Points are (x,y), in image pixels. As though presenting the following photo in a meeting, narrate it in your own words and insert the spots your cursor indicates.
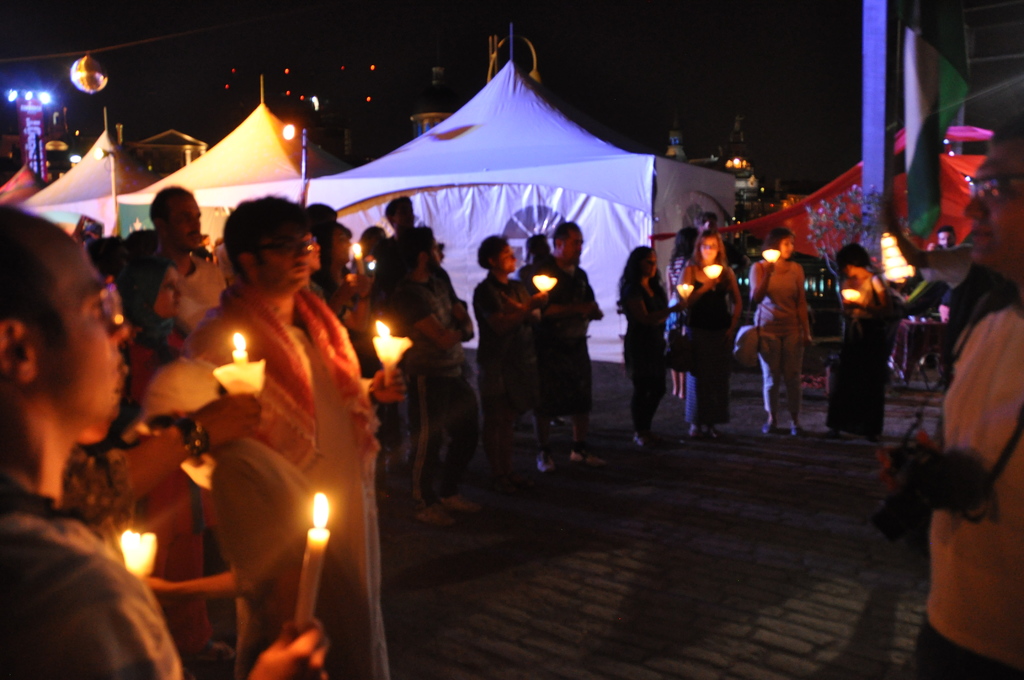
In the image we can see there are many people (443,378) standing, they are wearing clothes (521,398) and some of them are holding candles (255,375) in their hand (216,402). This is a footpath (662,534), tent (524,165), pole (881,15), plant (836,215) and lights (49,93). The background (360,68) is dark.
